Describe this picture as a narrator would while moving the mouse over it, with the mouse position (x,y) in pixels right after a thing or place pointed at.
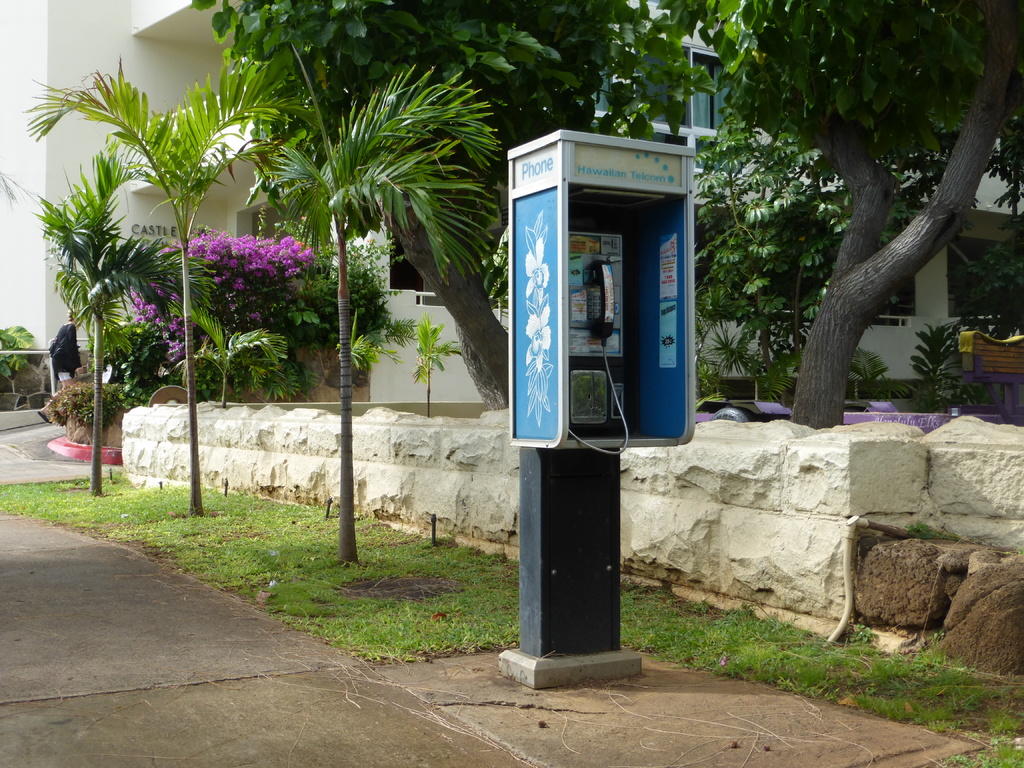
In the center of the image (645,385) we can see a telephone booth (554,315). In the background of the image (416,340) we can see flowers (224,271), trees (792,313), vehicles (1018,361), person (61,362), building (723,94), wall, windows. At the bottom of the image (354,672) we can see ground (372,578), grass (395,536), wall (751,537), pipe (896,527) and some rocks (965,590).
